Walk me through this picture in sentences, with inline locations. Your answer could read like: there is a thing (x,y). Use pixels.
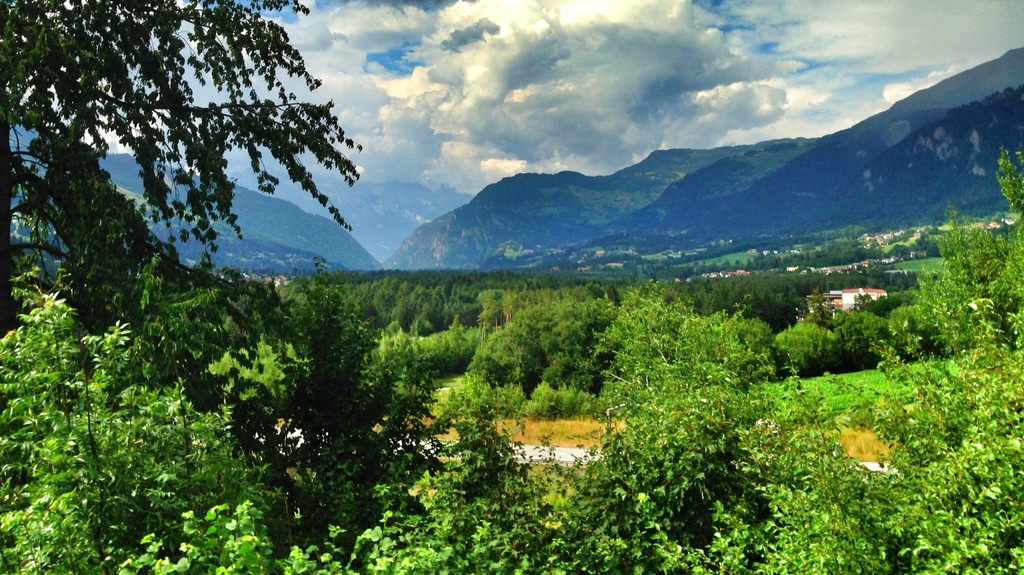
In this image I can see there are trees (503,397), at the back side (771,232) there are hills (691,206). At the top (571,80) it is the cloudy sky (433,177).
